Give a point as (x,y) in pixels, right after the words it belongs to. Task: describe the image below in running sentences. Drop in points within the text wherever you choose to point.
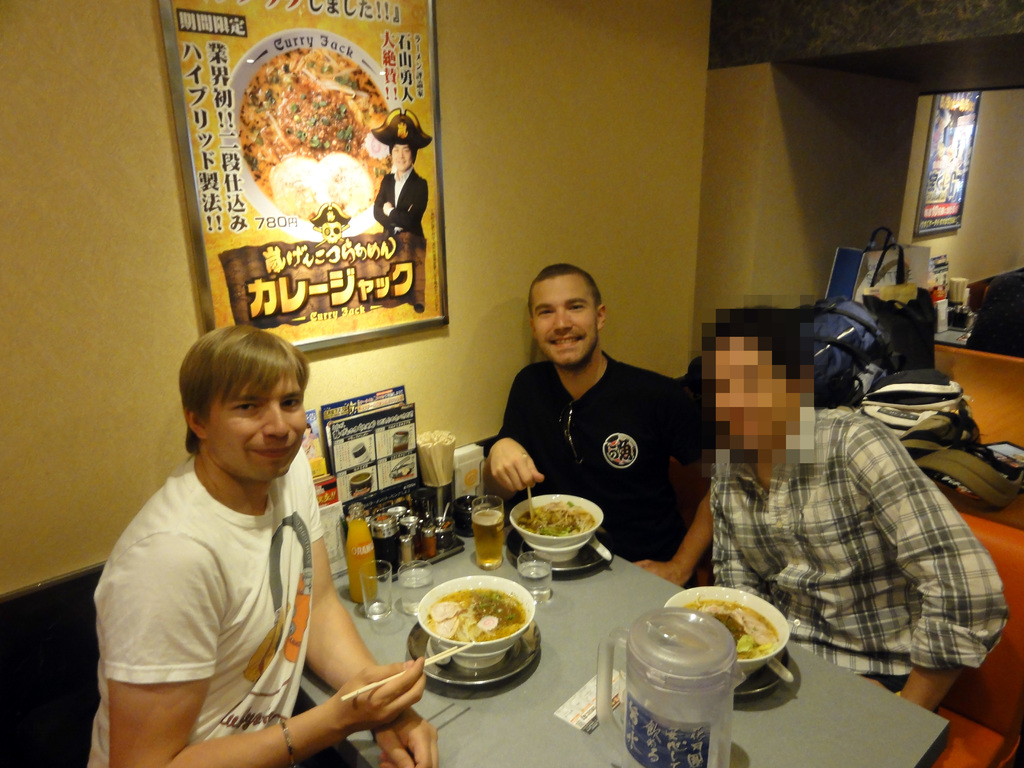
There are three man (244,468) sitting on table (765,735) and food (431,603) is been served on it and behind them there is a poster (410,30) hanging on the wall (382,357).
